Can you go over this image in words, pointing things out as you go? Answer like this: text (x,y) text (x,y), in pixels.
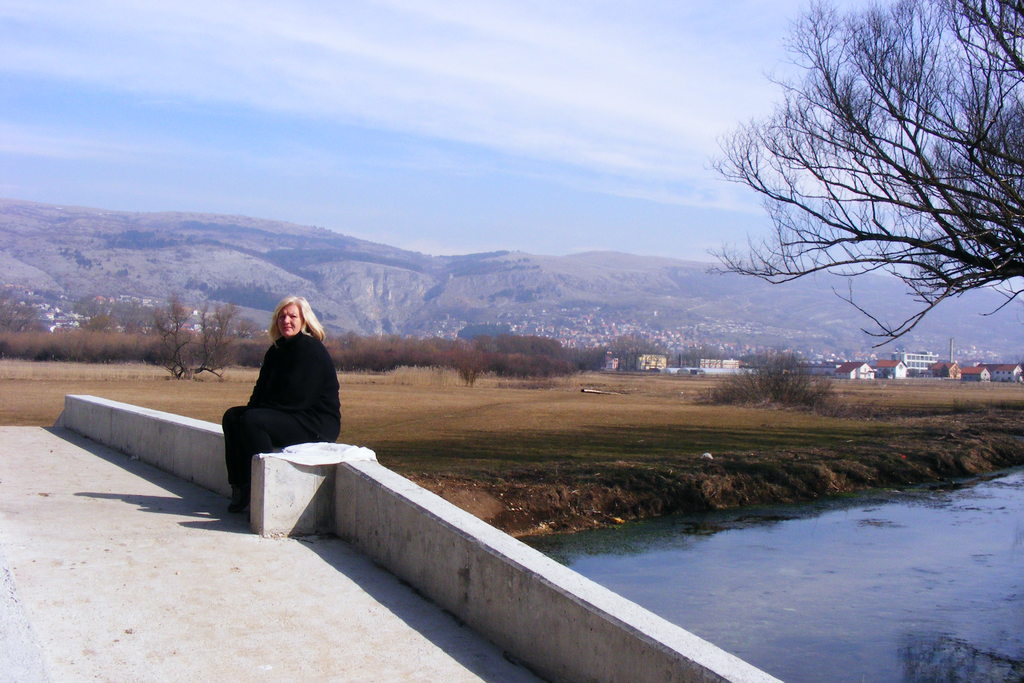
In this picture we can see a woman (311,382) is sitting in the front (304,312), on the right side (941,524) there is water (971,511) and a tree (1018,203), in the background (796,382) we can see some buildings (724,360) and plants (177,333), there is the sky (467,150) at the top of the picture (409,54), we can also see a hill (274,232) in the background (270,261).
